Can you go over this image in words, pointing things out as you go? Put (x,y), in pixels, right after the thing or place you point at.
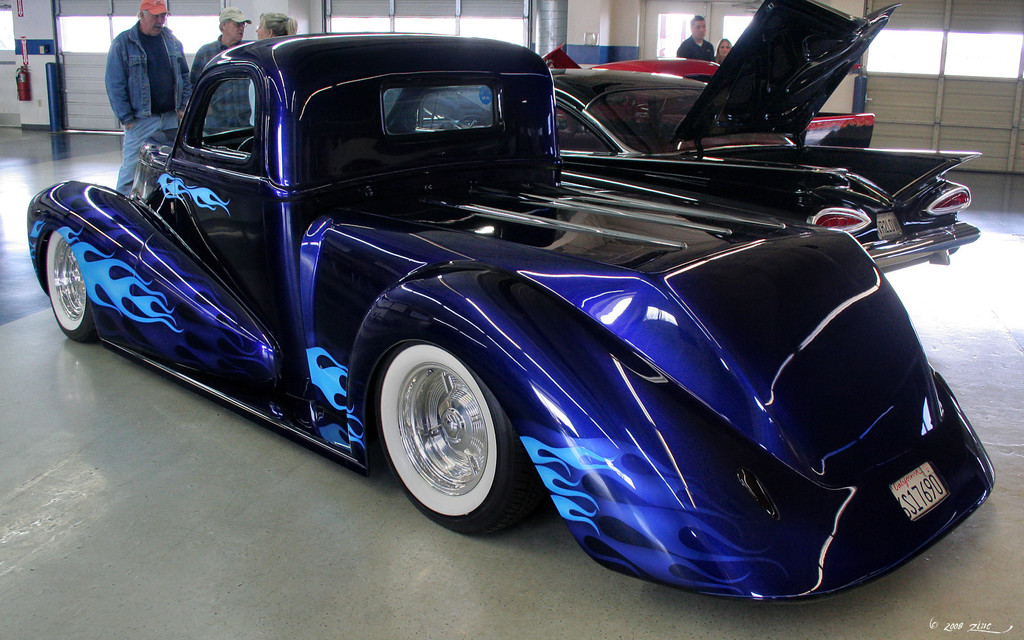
In this image we can see motor vehicles (363,363) on the floor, persons (132,116) standing on the floor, pillars (542,6) and a fire extinguisher (20,80).
